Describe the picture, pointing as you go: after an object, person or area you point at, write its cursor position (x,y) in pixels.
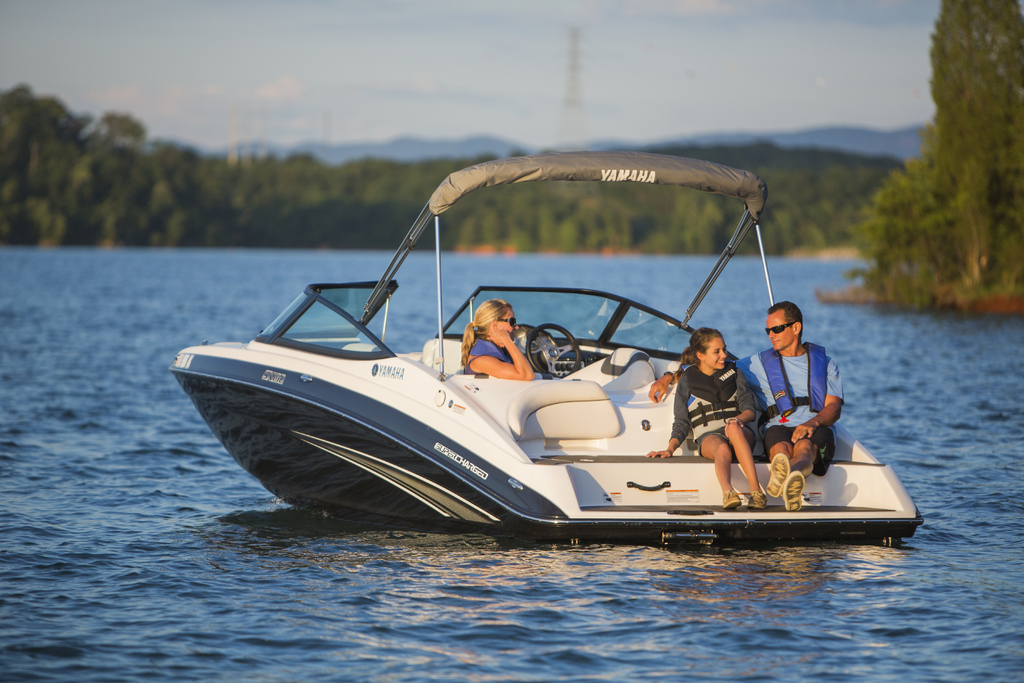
In the center of the image (518,346) there are persons (760,420) in boat (616,412) sailing on the water (463,615). In the background (565,98) we can see trees (666,205), tower (567,124), hill (790,143) and sky (740,82).
